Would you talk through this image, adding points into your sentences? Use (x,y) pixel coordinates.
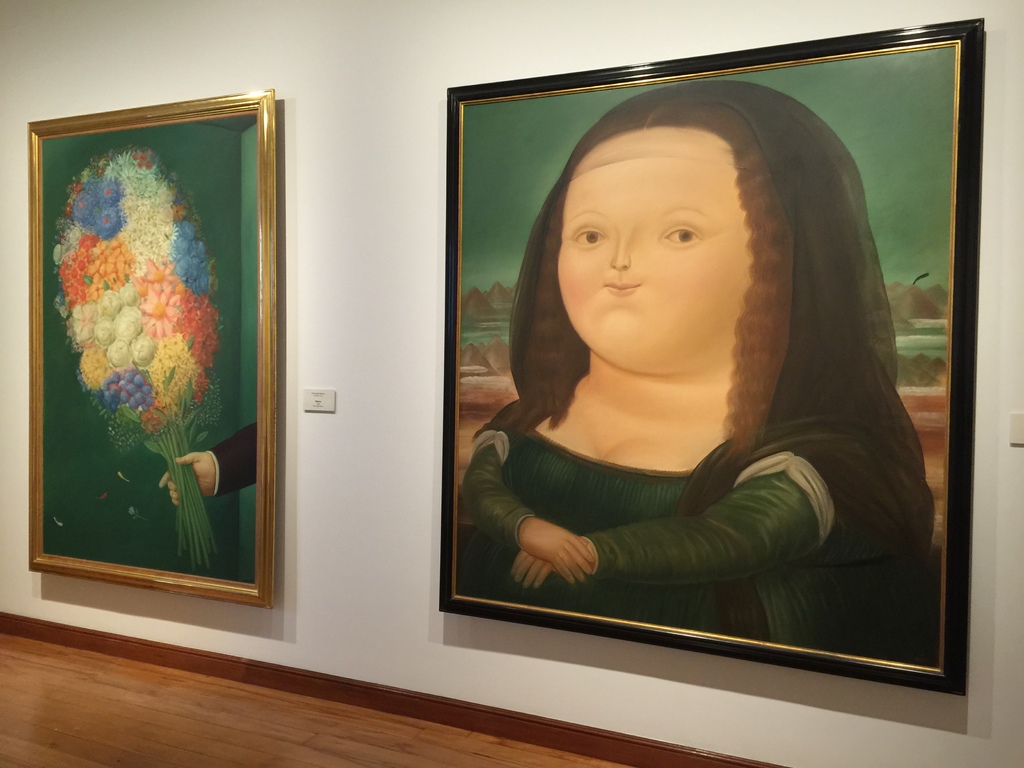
In this image we can see the frames (489,438) attached to the plain wall (368,214) and at the bottom (81,732) we can see the floor (161,707).
